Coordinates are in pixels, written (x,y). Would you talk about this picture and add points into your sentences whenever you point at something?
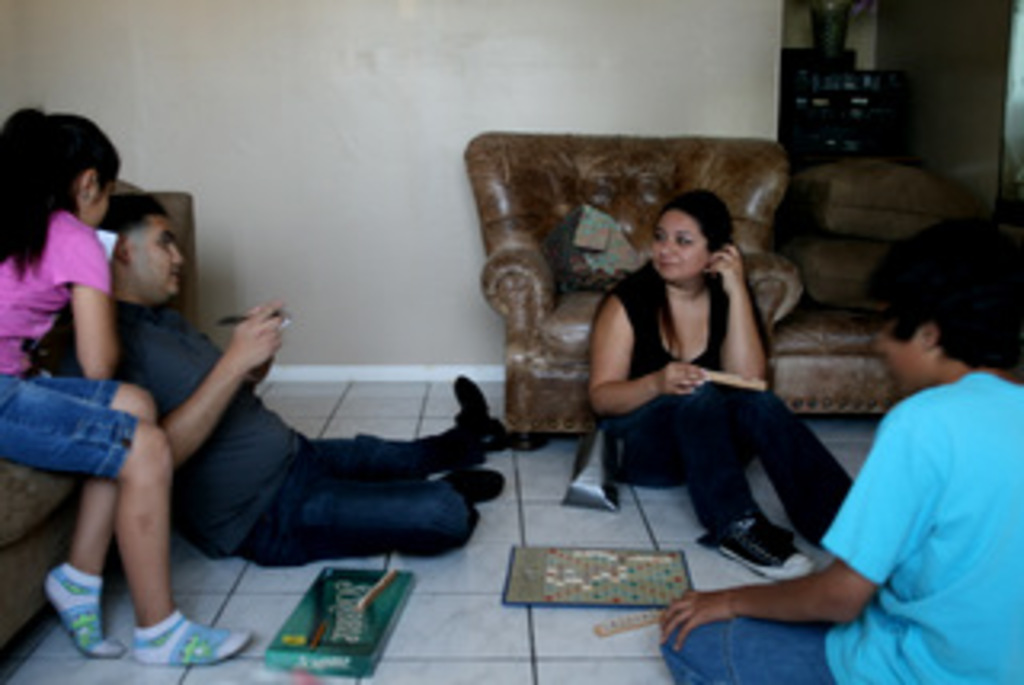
As we can see in the image there is a wall (381,198), sofa (525,199), few people (622,331) sitting over here.
